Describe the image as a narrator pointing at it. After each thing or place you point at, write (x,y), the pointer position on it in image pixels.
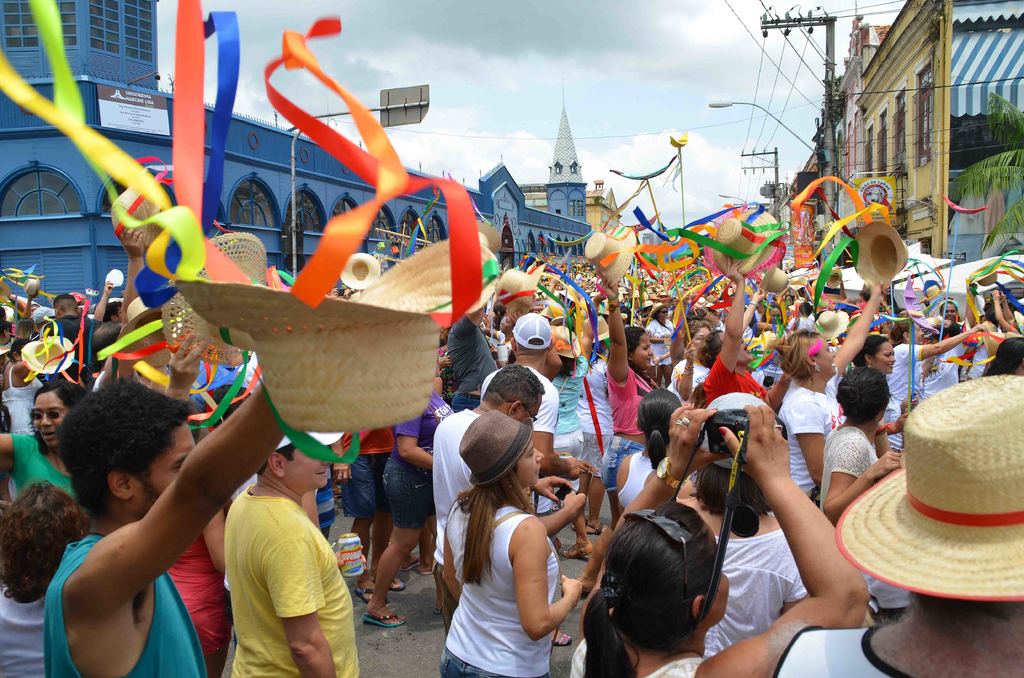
In the image to the bottom (505,506) there are many people (712,496) standing and holding the hats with colorful ribbons (721,245) in their hands (735,271). In the background (824,207) there are trees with walls (888,112), pillars (936,190) and roofs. And also to the right side of the image (858,166) in front of the building (865,86) there is an electrical pole (834,28) with wires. And to the top of the image (611,82) there is a sky (516,94). And to the left side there is a pole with board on it.
